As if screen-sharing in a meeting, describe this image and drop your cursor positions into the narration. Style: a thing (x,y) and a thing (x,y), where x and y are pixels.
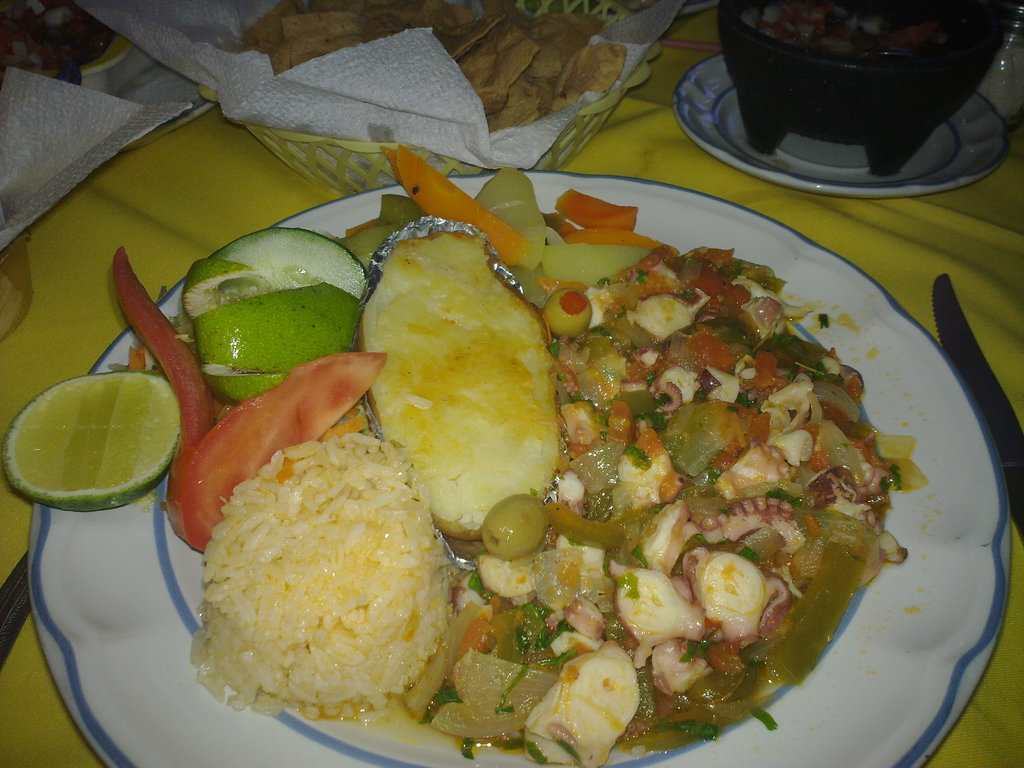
In this image I can see a knife (941,319), plates (343,232), bowl (887,95) and food items (406,256) on the table (217,155). This image is taken may be in a house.
